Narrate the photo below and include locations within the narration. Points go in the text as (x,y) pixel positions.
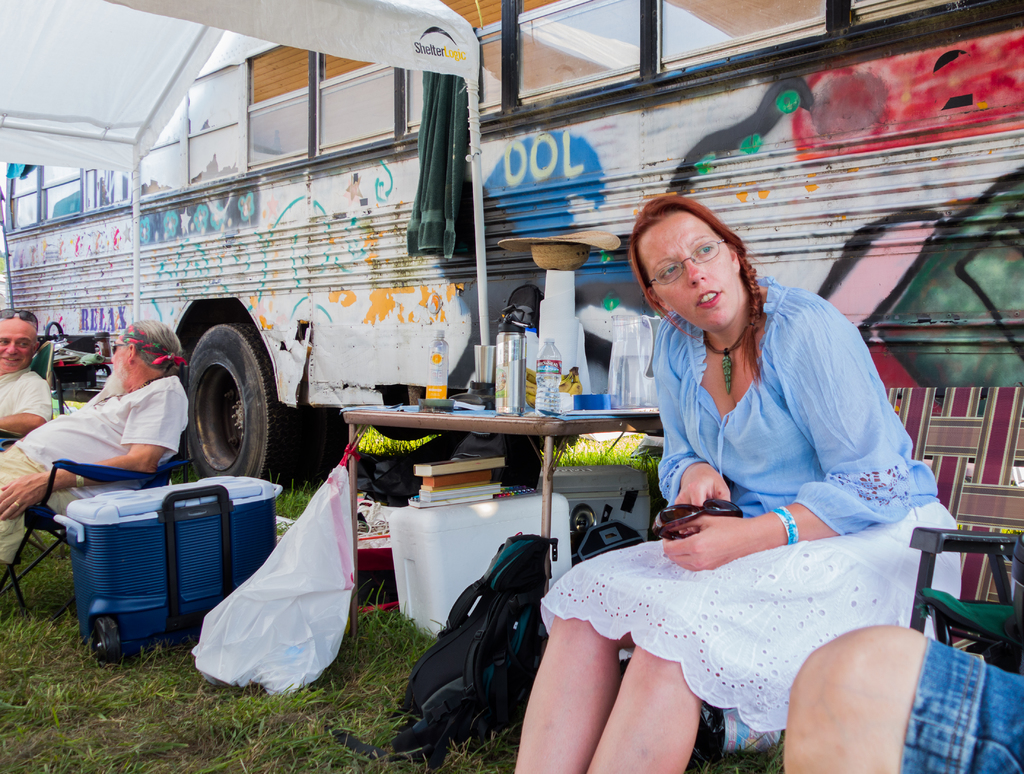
In this picture on the right corner (971,687), we can also see a leg (862,755) of a person (907,650). On the right side (878,511), we can see a woman (686,593) sitting on the chair (969,526). On the left side (156,460), we can see two men (60,424) sitting on the chair (169,464). In the middle of the image (385,460), we can see few boxes (260,541) and a table (587,431), on that table (584,417) there are some bottles (559,393) and jars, we can also see some books (432,469), bags (465,589). In the background (559,217), we can see a bus (763,154) and a cloth (427,152), at the bottom (195,711) there is a grass (162,755).
